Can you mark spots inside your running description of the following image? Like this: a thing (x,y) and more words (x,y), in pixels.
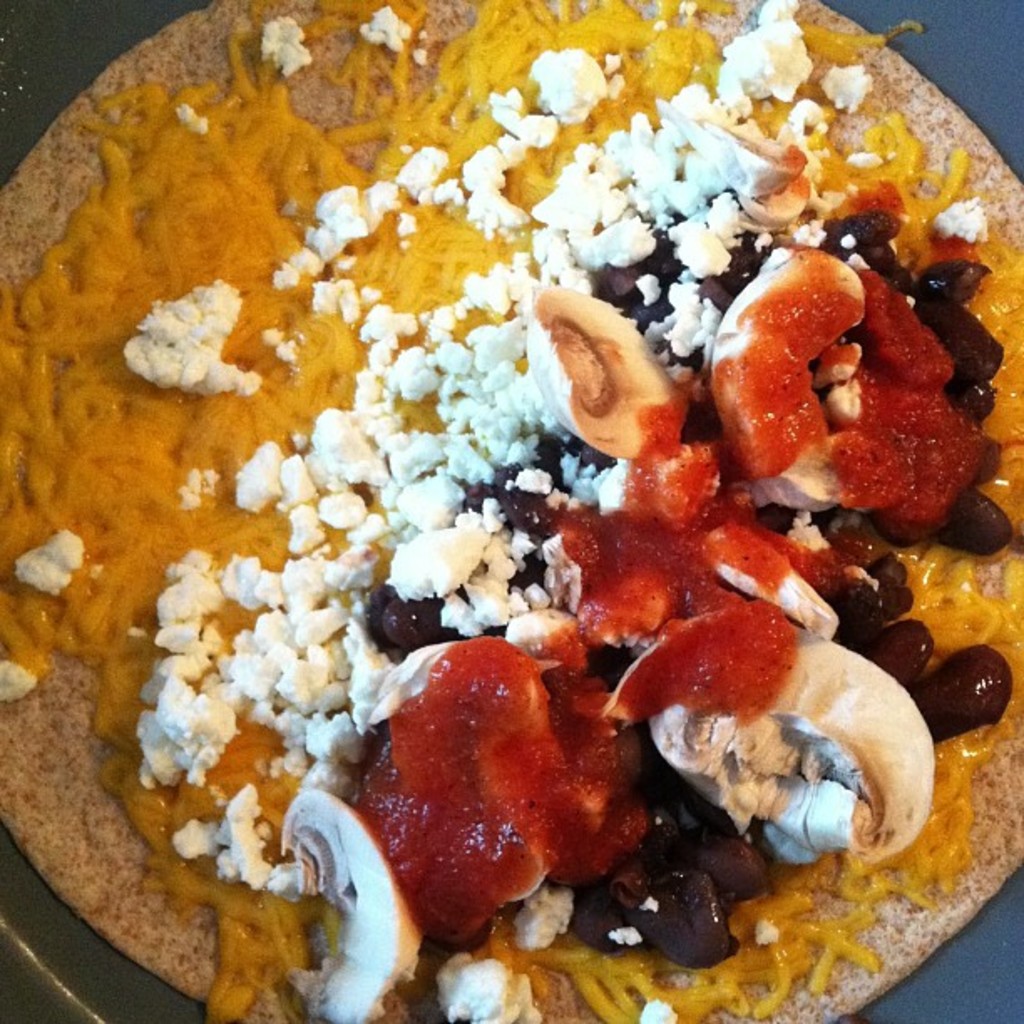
This picture is consists of a dish (422,260) in the center of the image (508,375), it seems to be a tortilla (592,497).
